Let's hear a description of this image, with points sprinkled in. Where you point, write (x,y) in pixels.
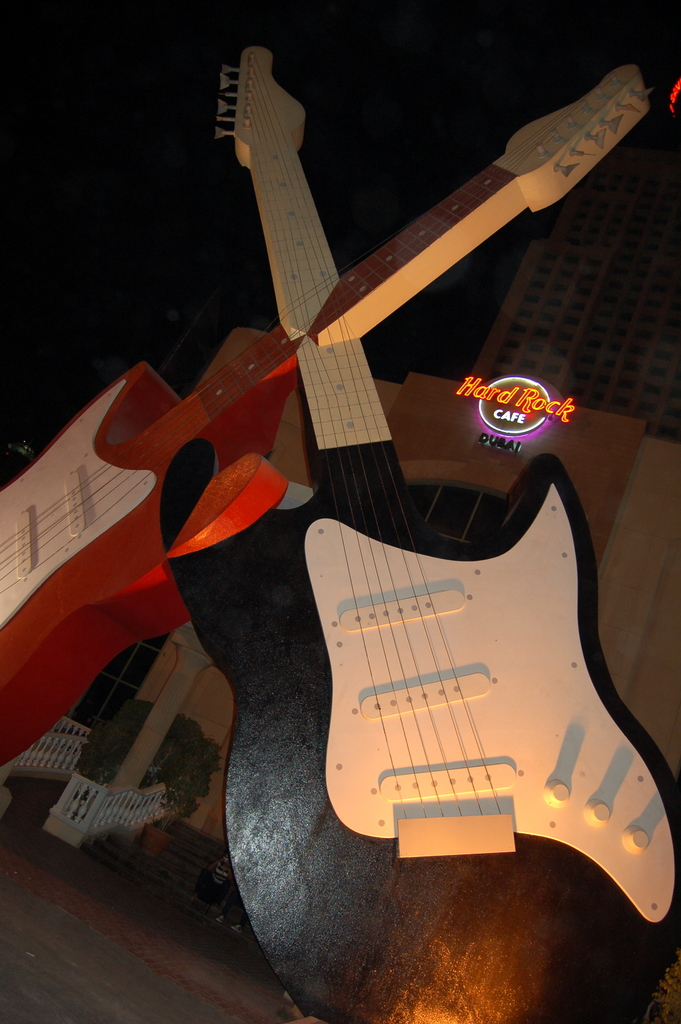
Here in this picture we can see two guitar like architectural structures (235,444) present on the ground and behind that we can see a building (505,331) with number of windows (439,520) present and in the front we can see steps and plants (168,753) present on the ground (16,869) and we can also see a hoarding (502,412) present on the building (474,421).
